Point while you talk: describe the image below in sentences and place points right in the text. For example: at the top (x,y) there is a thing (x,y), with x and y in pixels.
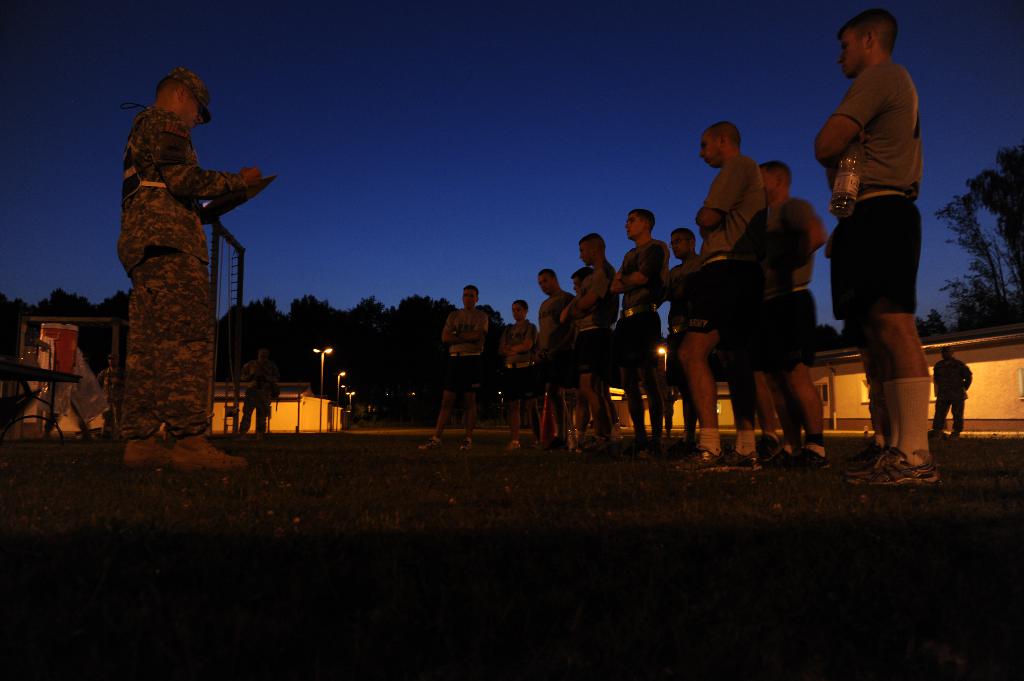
Here in this image on the left (171,228), there is a man (172,372) standing and holding a book (217,201) in his hand (252,174). On the right (765,300), there are men (740,317) standing. In the background (850,409), we can see persons (259,402), street lights (322,372), tables (39,370), rooms (288,414), trees (360,362) and the sky (370,77).
